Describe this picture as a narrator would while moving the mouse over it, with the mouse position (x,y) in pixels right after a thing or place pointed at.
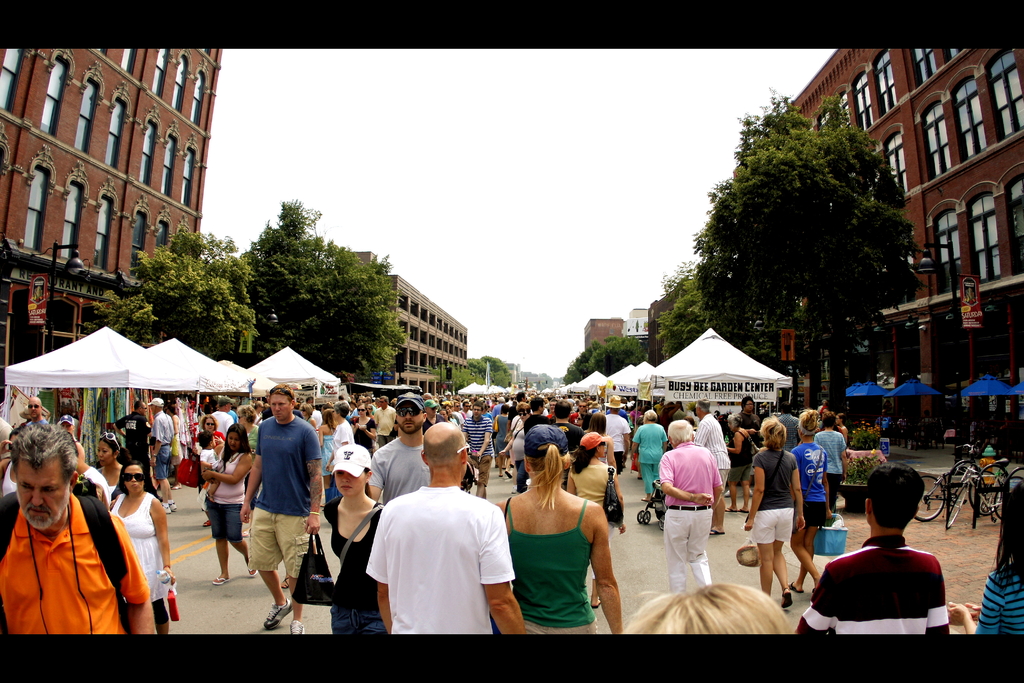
In this image we can see many people (418,516). Some are wearing caps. Some are wearing goggles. And some are holding bags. In the back (674,372) there are tents (665,378) and trees (332,282). Also we can see cycles (959,449). On the sides there are buildings (1006,227) with windows (952,221). And there are boards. In the background (545,174) there is sky (519,187).
